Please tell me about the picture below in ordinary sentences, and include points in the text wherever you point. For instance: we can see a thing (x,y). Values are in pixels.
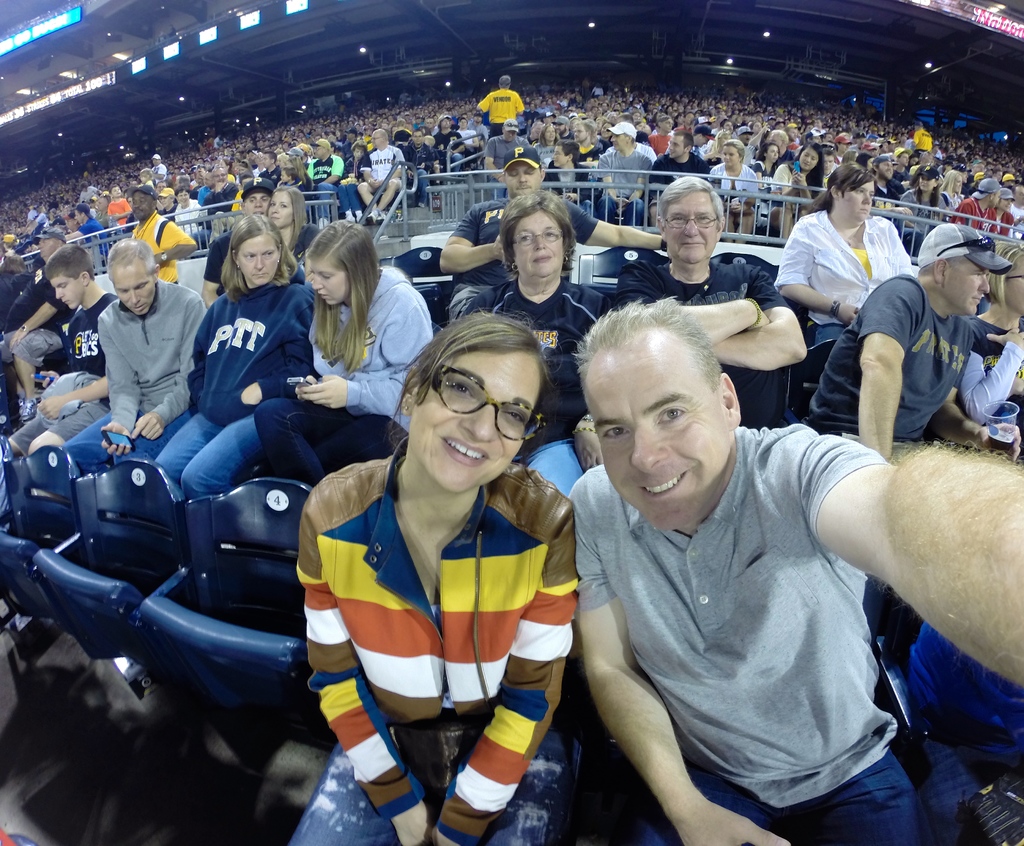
In this picture there are people (1003,658) and we can see stadium (593,32), chairs (817,351), lights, railings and boards (1022,24).
